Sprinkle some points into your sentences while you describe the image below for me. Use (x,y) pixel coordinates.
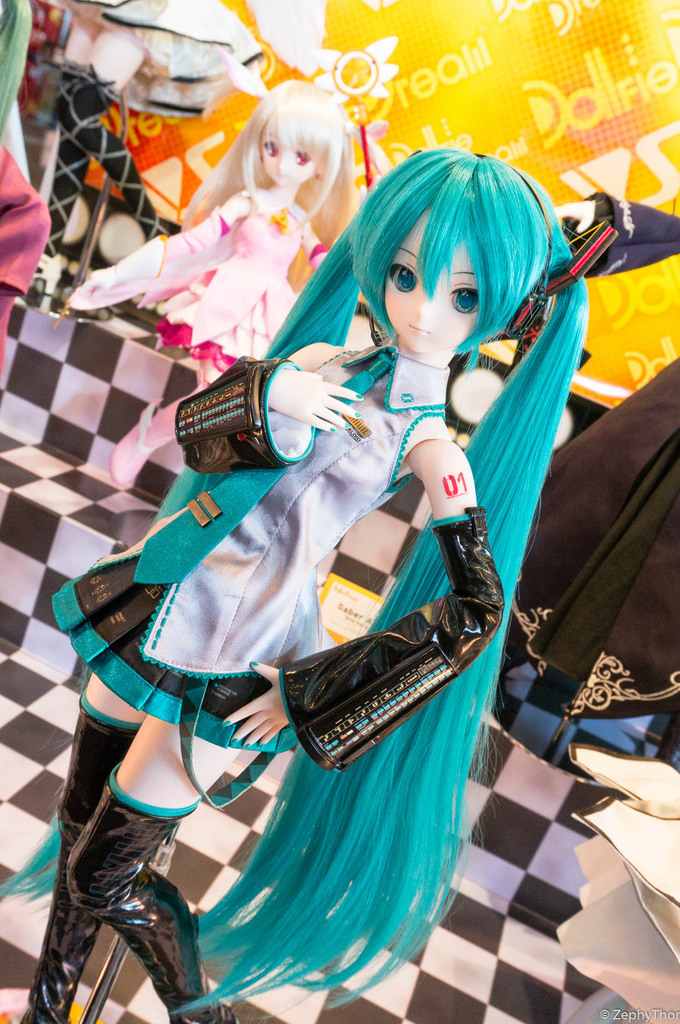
In this picture we can see colorful dolls (492,313).
